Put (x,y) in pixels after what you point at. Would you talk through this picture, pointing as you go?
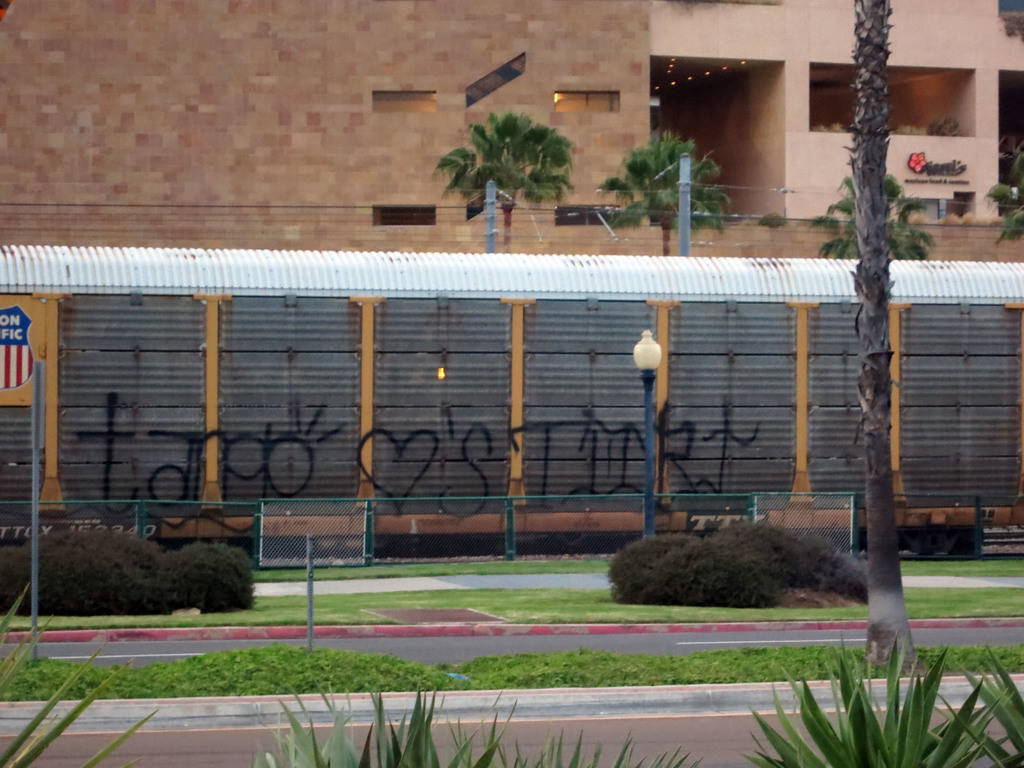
In the image there is a train (386,459) passing on the tracks (992,543) behind the train (555,297) there is a huge building (655,90) and few trees (661,161) and in the left side (168,575) there are some bushes (142,586) and grass (424,603) and a road (438,650).
